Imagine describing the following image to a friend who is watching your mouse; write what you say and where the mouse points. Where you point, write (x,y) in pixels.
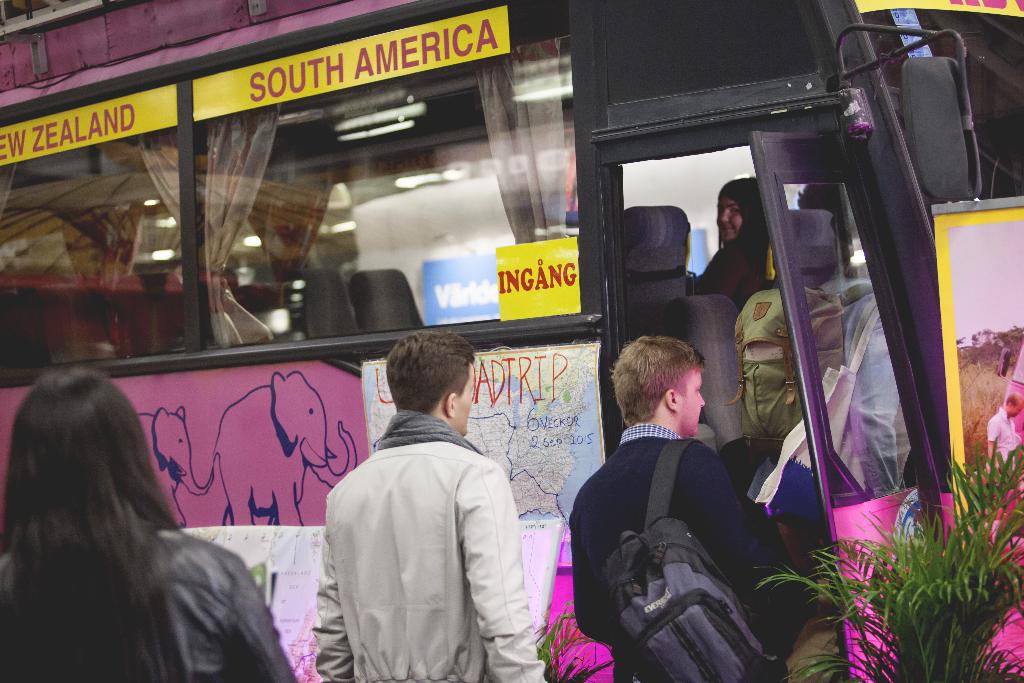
In this image I can see few people (425,528), plants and few people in the vehicle (628,253). I can see few curtains (231,198), glass windows (468,212) and few stickers (308,76) are attached to the vehicle (467,76).
